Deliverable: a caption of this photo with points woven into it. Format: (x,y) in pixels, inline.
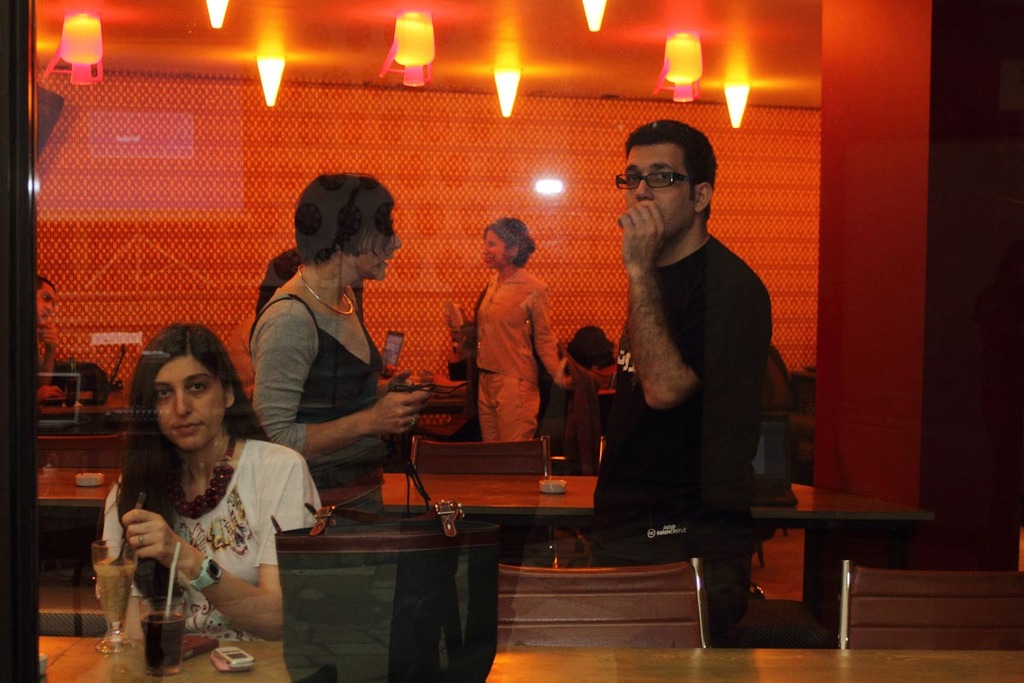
This image is taken in a restaurant. In this image we can see a man (709,276) and a woman (362,200) standing. We can also see a woman (215,551) sitting on the chair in front of the table (84,659) and on the table (231,674) we can see the glasses (147,606) and also mobile phone (252,660) and bag (438,595). In the background (507,493) we can see the chairs (489,450), tables (505,515), laptop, bag (91,385) and also some persons (504,368). We can also see the wall (361,146). At the top (398,62) we can see the lights (600,12) and also the ceiling (664,46).
